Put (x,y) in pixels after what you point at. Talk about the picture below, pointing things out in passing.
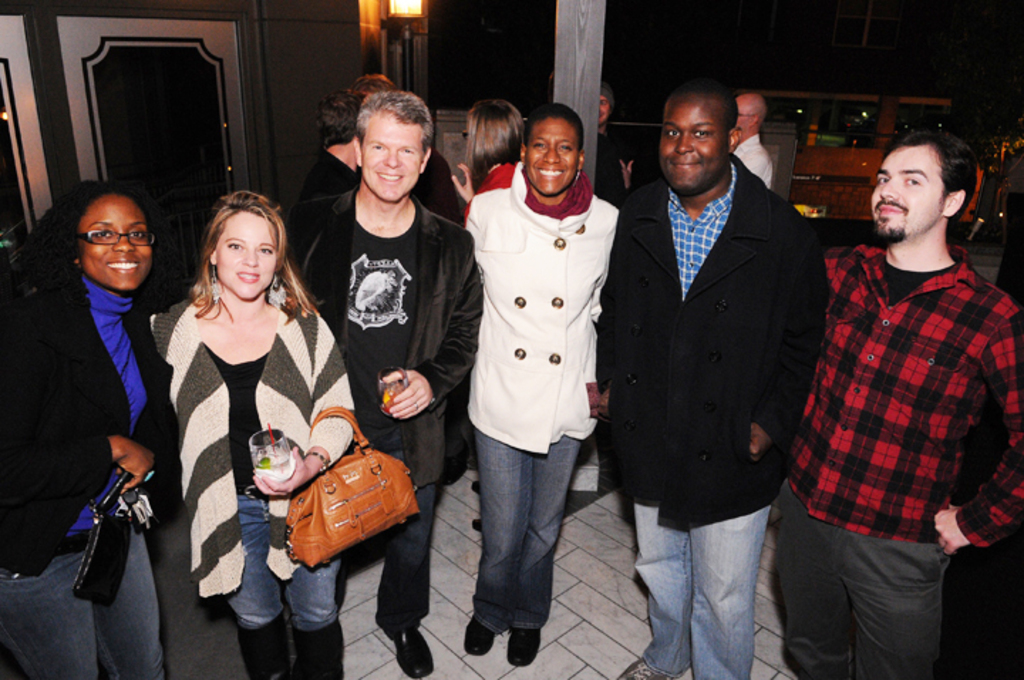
In this image in the front (205,332) there are group of persons (429,385) standing and smiling. In the background (485,107) there are persons (604,112) and there is a pillar (571,45) and there is a pole (408,39) and a light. On the left side (134,85) there is a glass door (173,94).
